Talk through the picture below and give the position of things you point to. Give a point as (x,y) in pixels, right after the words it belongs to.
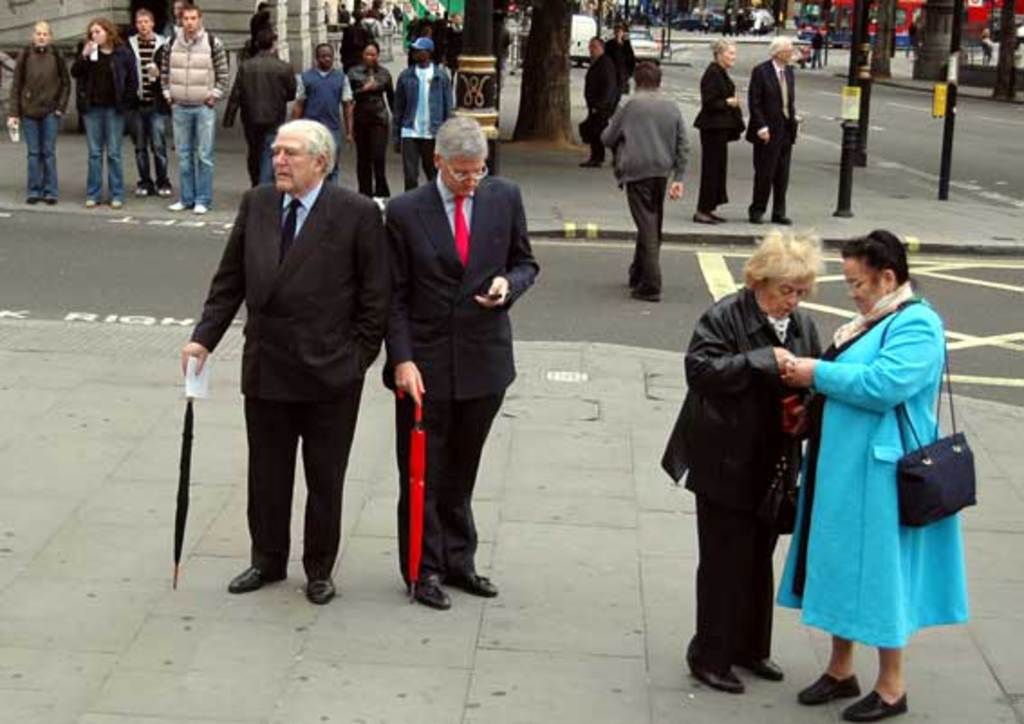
On the left side (337,452) two men (412,361) are standing, they wore coats (355,342), trousers (333,466), ties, shirts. On the right side (924,544) a woman (941,542) is standing, she wore blue color coat (888,515). In the middle (635,315) there is a road (607,289).
